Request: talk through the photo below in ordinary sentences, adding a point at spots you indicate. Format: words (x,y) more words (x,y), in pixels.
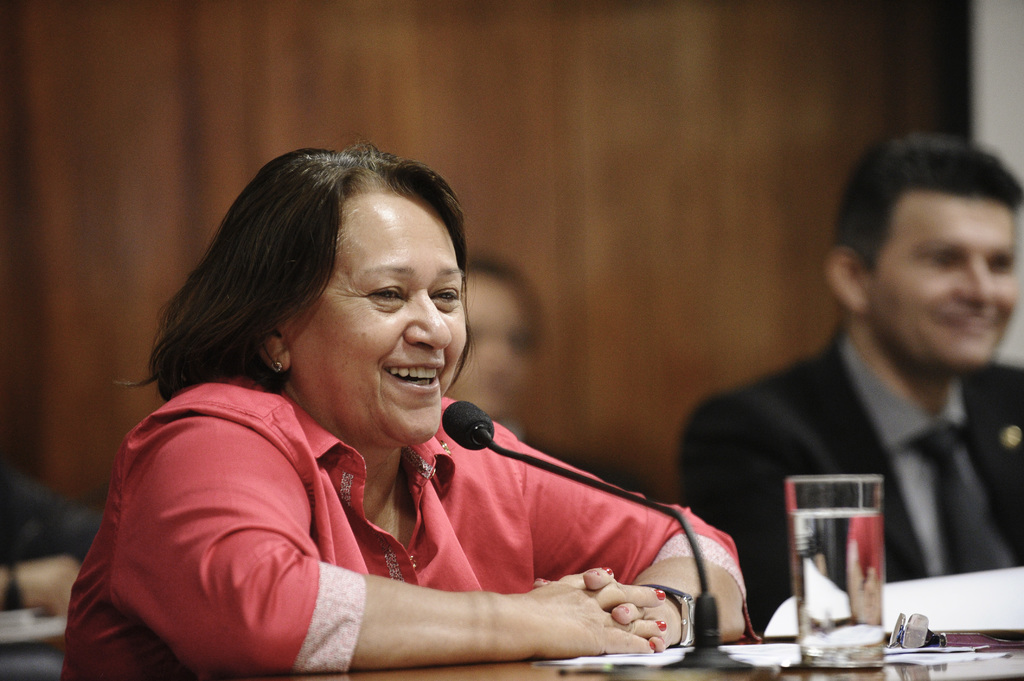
This picture is clicked inside. In the foreground (422,305) there is a person (265,393) wearing pink color shirt (348,516), sitting on the chair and smiling. On the right corner (974,676) there is a table (951,680) on the top of which a glass of water (877,631), spectacles (897,643), microphone (725,657) and some papers (791,629) are placed and there is a man (878,404) wearing suit (965,417), smiling and sitting on the chair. In the background (692,61) we can see the wall (569,177) and a person (518,381) seems to be sitting on the chair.
